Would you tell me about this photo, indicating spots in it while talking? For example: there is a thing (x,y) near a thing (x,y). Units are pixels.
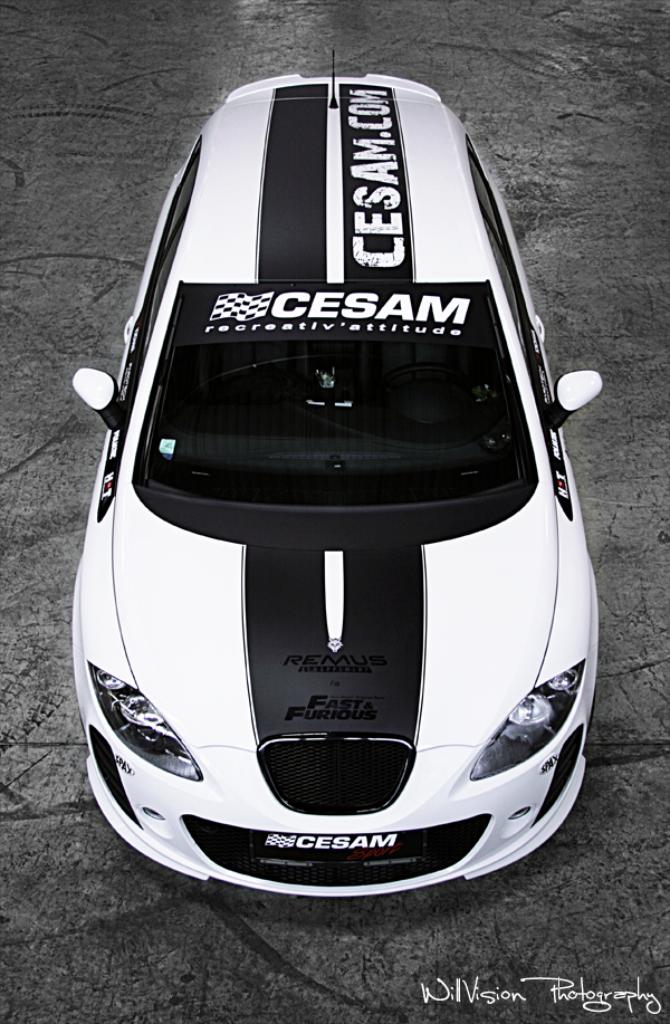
This is a black and white image, where there is a sports car (210,490) on the path (615,945), and there is a watermark (619,999) on the image.
